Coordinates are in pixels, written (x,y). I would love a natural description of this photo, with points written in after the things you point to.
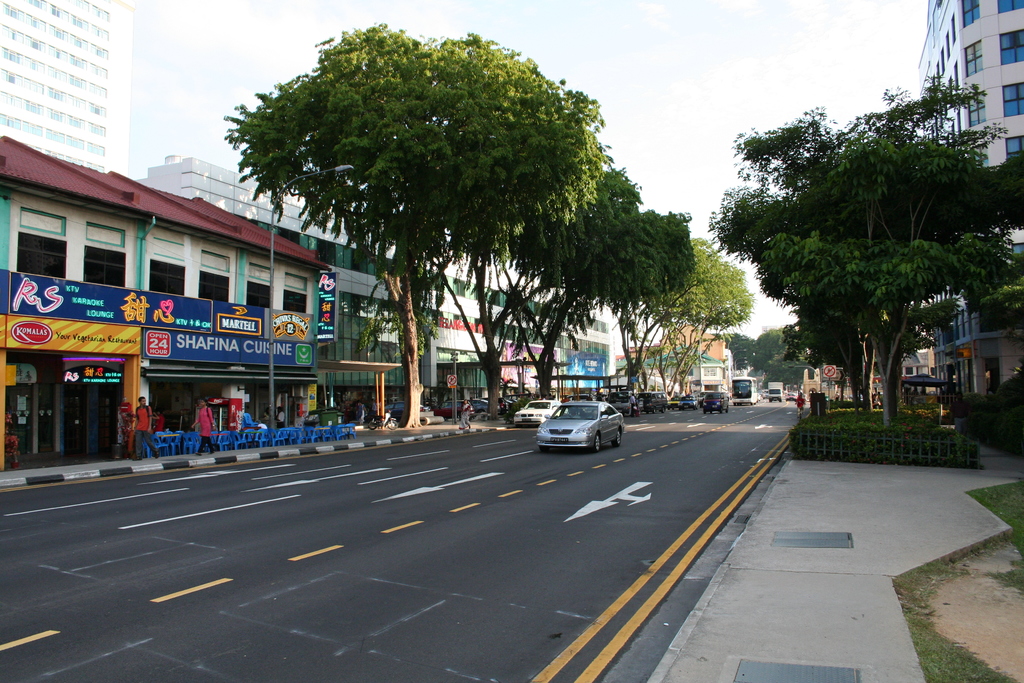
In this image we can see vehicles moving on the road (329,557), fence (881,439), trees (914,192), people (144,429) walking on the sidewalk (39,459), chairs (343,432) and tables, banners (169,348), boards (303,340), buildings (456,292) and the plain sky (720,100) in the background (734,34).
